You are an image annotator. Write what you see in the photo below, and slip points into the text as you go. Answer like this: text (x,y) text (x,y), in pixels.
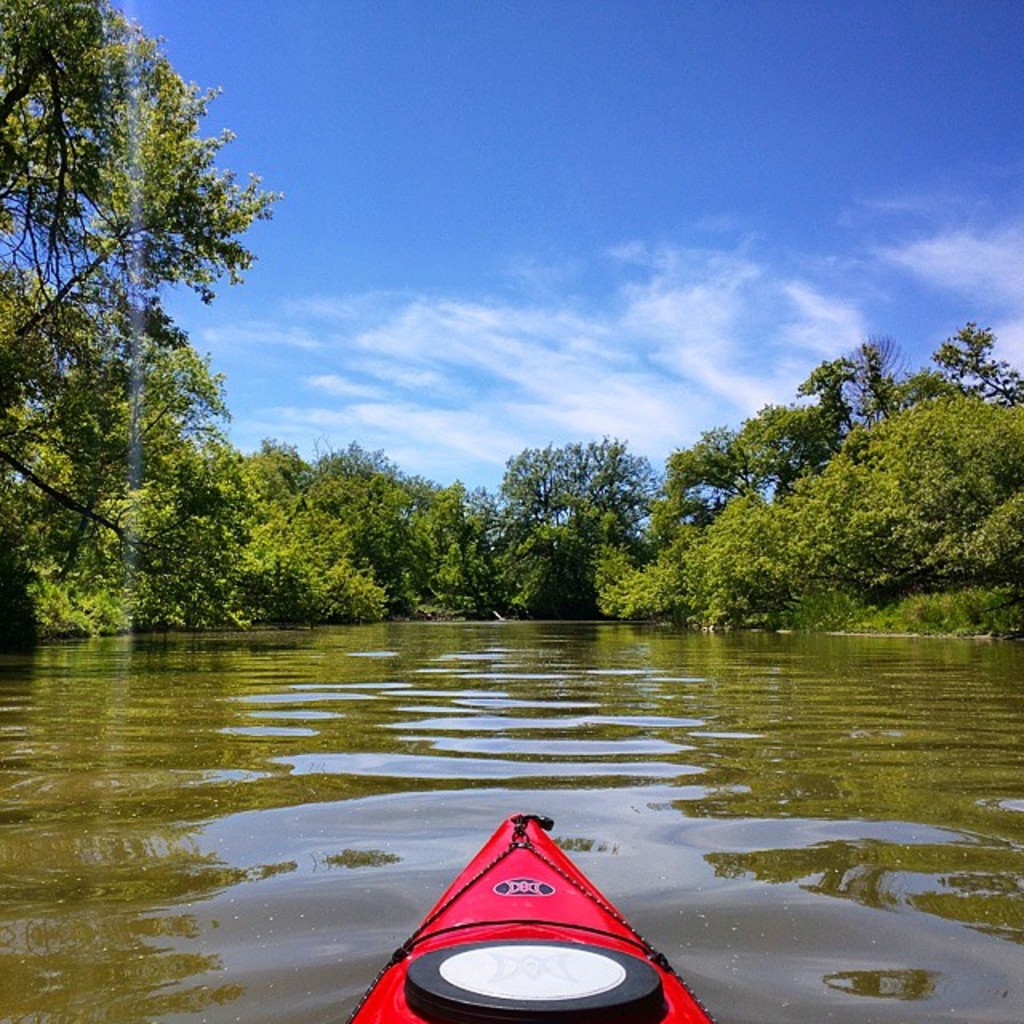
In this image we can see a watercraft (496,922) on the water (578,745). Behind the water (497,714) we can see a group of trees (481,558). On the water (299,727) we can see the reflection (409,786) of trees (475,516) and the sky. At the top (390,120) we can see the sky (409,247).
